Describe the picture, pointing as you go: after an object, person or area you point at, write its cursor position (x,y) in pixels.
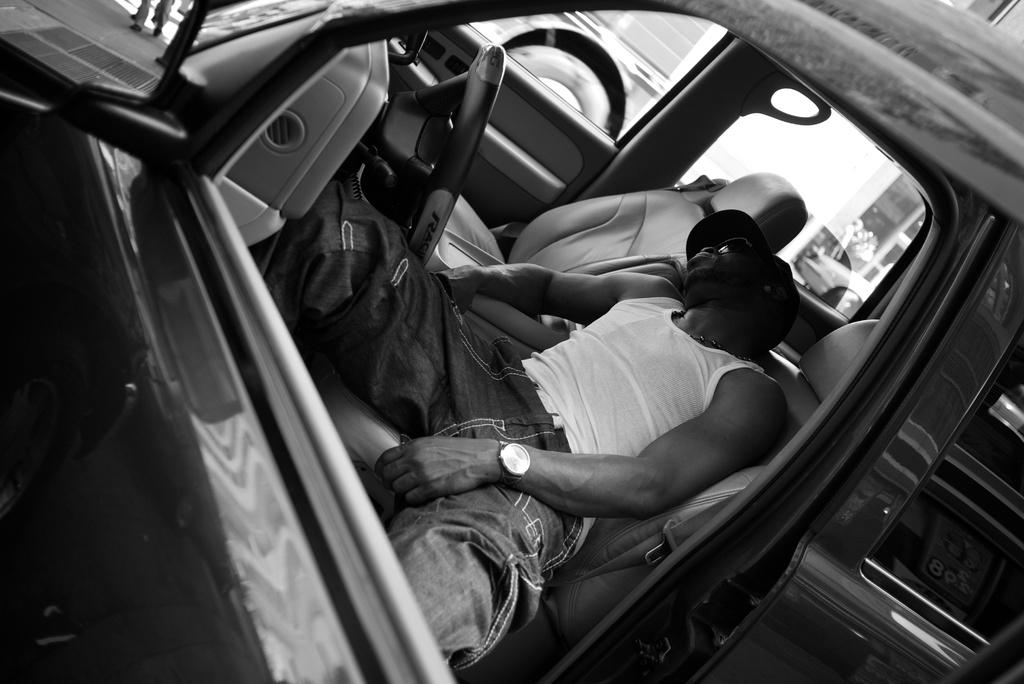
This is a black and white image. This image is clicked in a car (278,342). There is one person (549,470) sleeping in this car (733,477). He is wearing white shirt (626,427). He has watch (504,470) to his hand (566,469). He is wearing cap (696,244).
